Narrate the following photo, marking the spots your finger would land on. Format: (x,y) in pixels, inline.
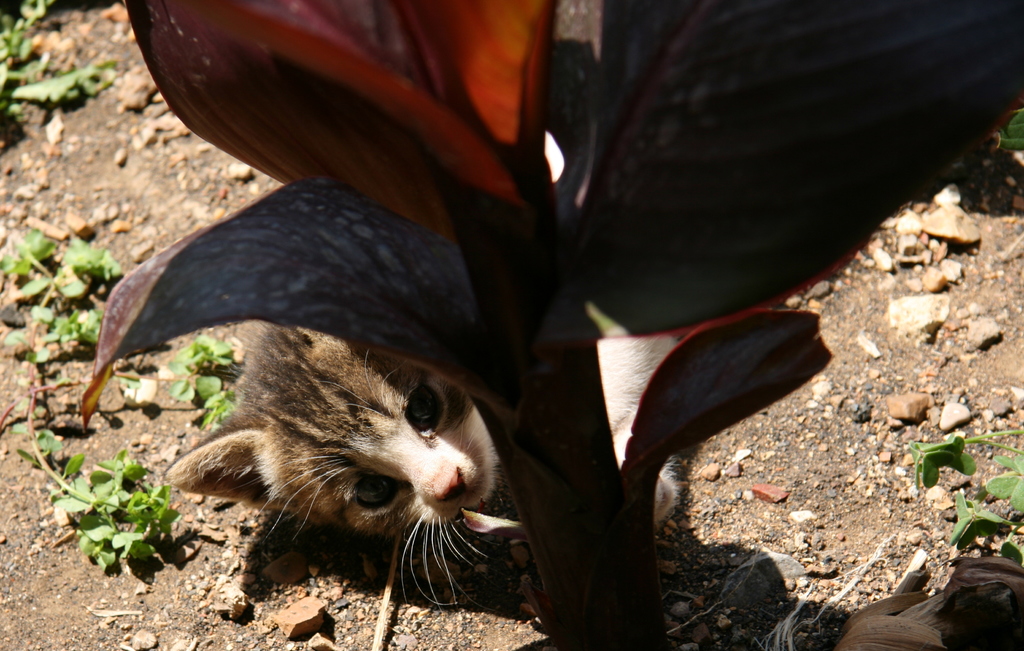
At the bottom of this image (420,442), there is a cat (409,418) on the ground (441,559), on which there are stones (970,237). Beside the cat (663,475), there is a plant (626,621). On the left side (101,480), there are plants (159,493). On the right side (896,625), there is an object (963,586).
